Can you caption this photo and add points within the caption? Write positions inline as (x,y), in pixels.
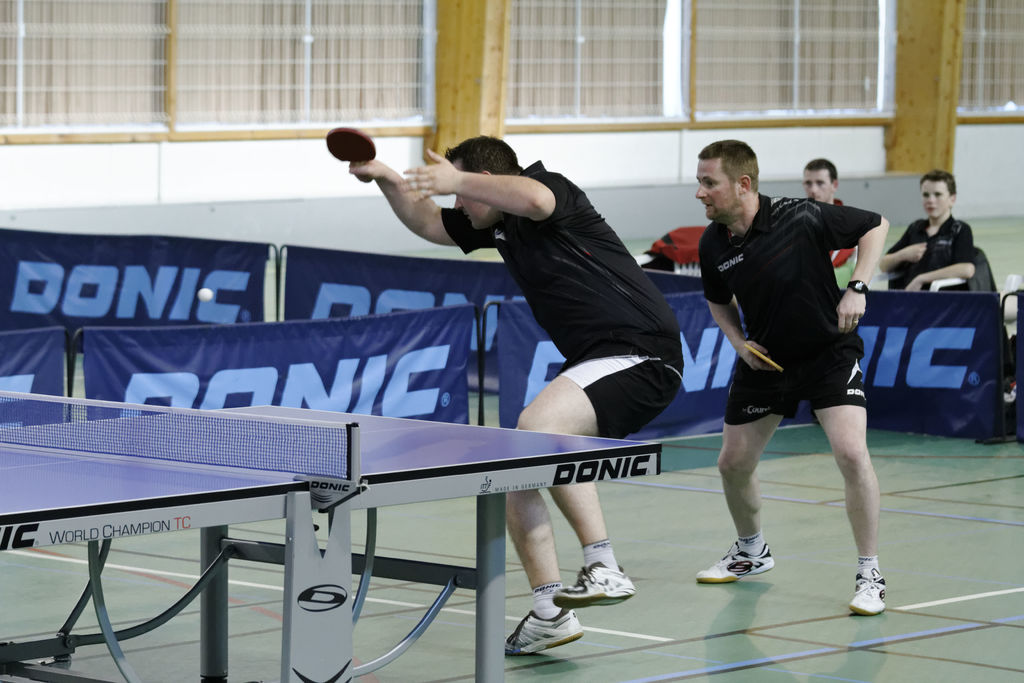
In this image there are two persons (767,432) wearing black color dress (737,400) playing table tennis and at the background of the image (906,283) there are two persons (945,273) sitting on the chairs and at the top of the image (658,111) there is a wall (32,153).
